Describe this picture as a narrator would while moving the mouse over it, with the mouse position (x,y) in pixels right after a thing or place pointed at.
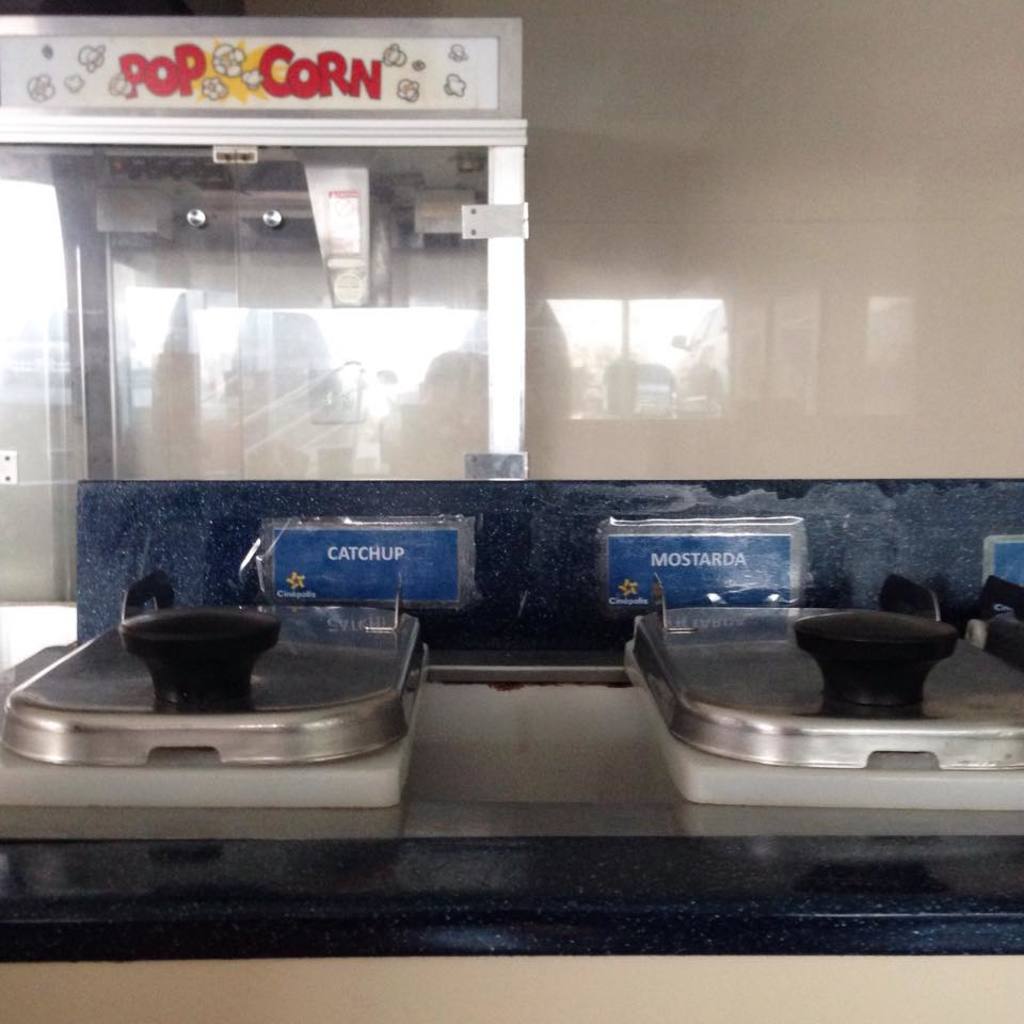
In this picture I can see some objects (387,774) on a black color surface (522,862). In the background (580,461) I can see a wall (549,366) on which I can see an object (306,91) is attached to it. On the object (350,76) I can see something written on it.
